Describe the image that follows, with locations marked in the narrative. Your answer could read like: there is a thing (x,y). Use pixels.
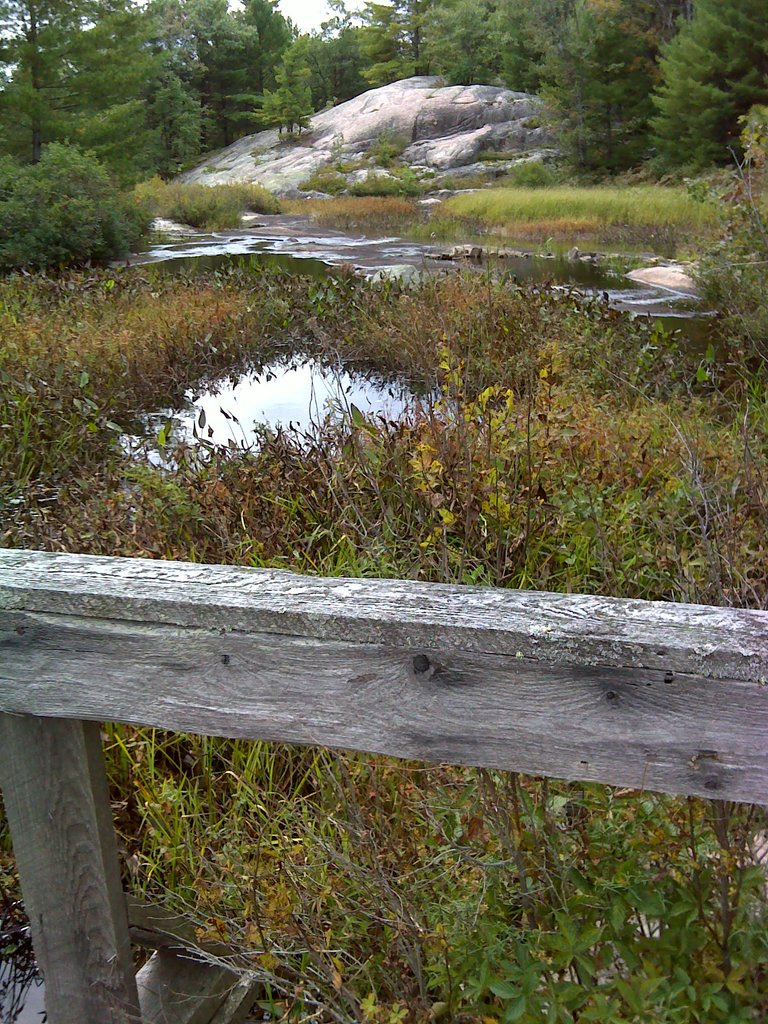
This picture shows trees (507,66) and a rock (481,119) and we see water (371,375) and few plants (544,548) and a wooden fence (328,699).
